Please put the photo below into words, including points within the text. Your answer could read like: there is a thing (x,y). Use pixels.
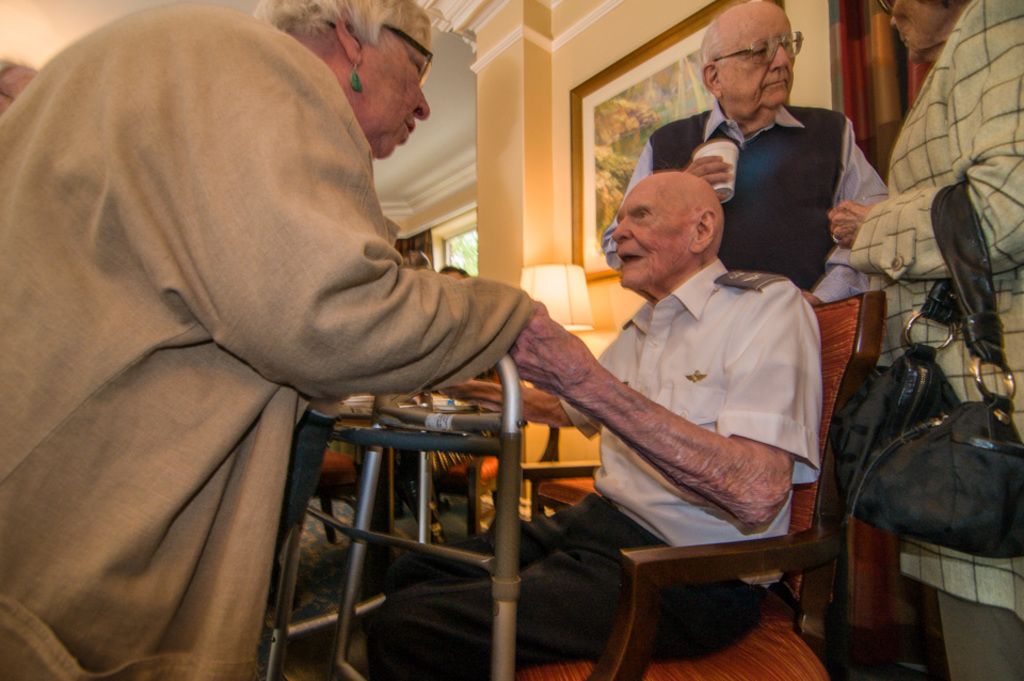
On the left side (127,438), there is a person (127,438) in a brown color jacket (249,90), holding a hand (561,351) of a person (715,396) who is in white color shirt (738,369) and is sitting on a wooden chair (743,649). In front of this person (521,634), there is a stand (380,414). On the right side (957,574), there is a person (998,568) holding a handbag (919,407) and standing. In the background (824,188), there is a person (735,85) holding a white color glass (728,152), there is a photo frame (588,191) attached to the wall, there is a light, a window (448,236) and there are other objects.
